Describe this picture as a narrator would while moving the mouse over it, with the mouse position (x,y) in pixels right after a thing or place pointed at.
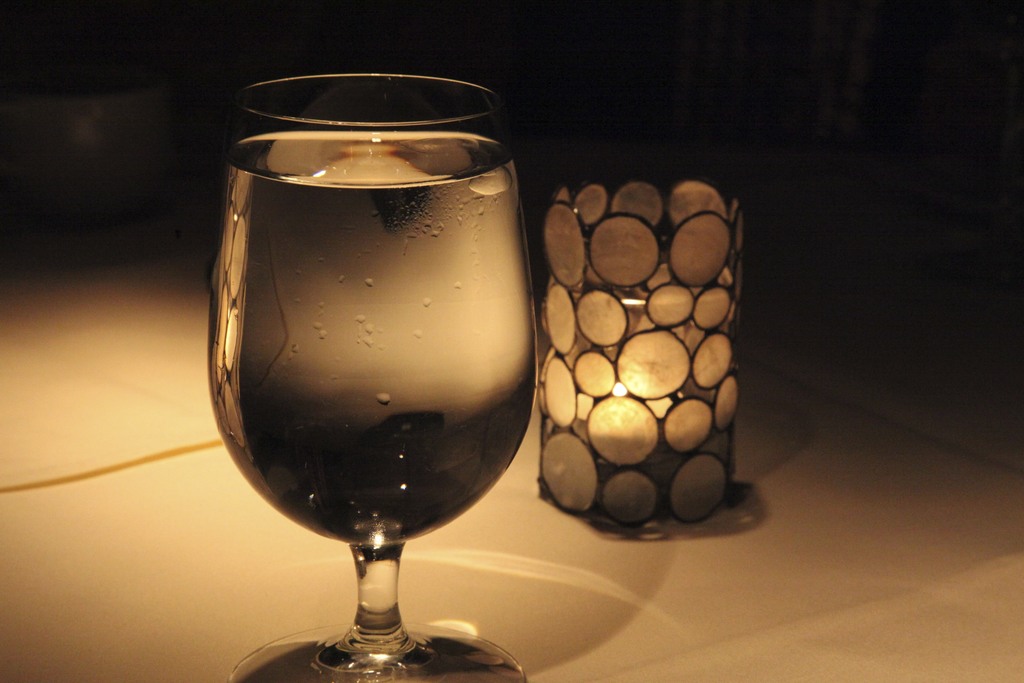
In this image, we can see a wine glass (392,402) with liquid (419,493) and candle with holder (675,393) are placed on the white surface (764,655). Background we can see the dark view. On the wine glass (379,373), we can see water droplets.
